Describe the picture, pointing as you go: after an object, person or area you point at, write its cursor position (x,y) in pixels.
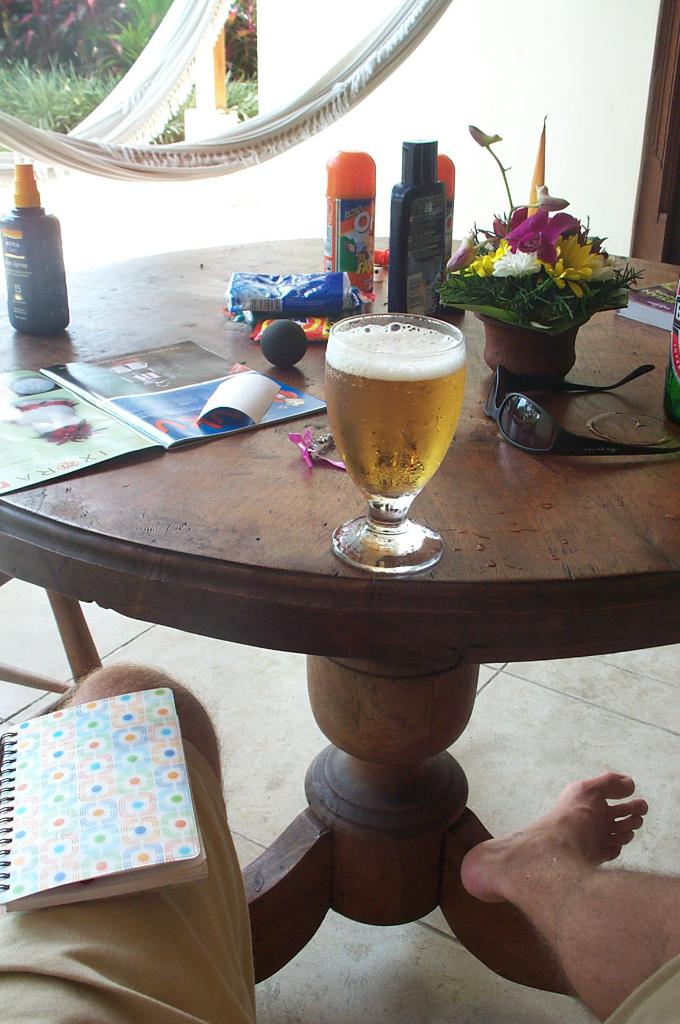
In this picture we can see a table (385,632). On the table (410,589) there is a glass (356,414), book (233,367), bottles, goggles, and a flower vase (517,247). This is floor (260,719) and there is a book (149,825).
